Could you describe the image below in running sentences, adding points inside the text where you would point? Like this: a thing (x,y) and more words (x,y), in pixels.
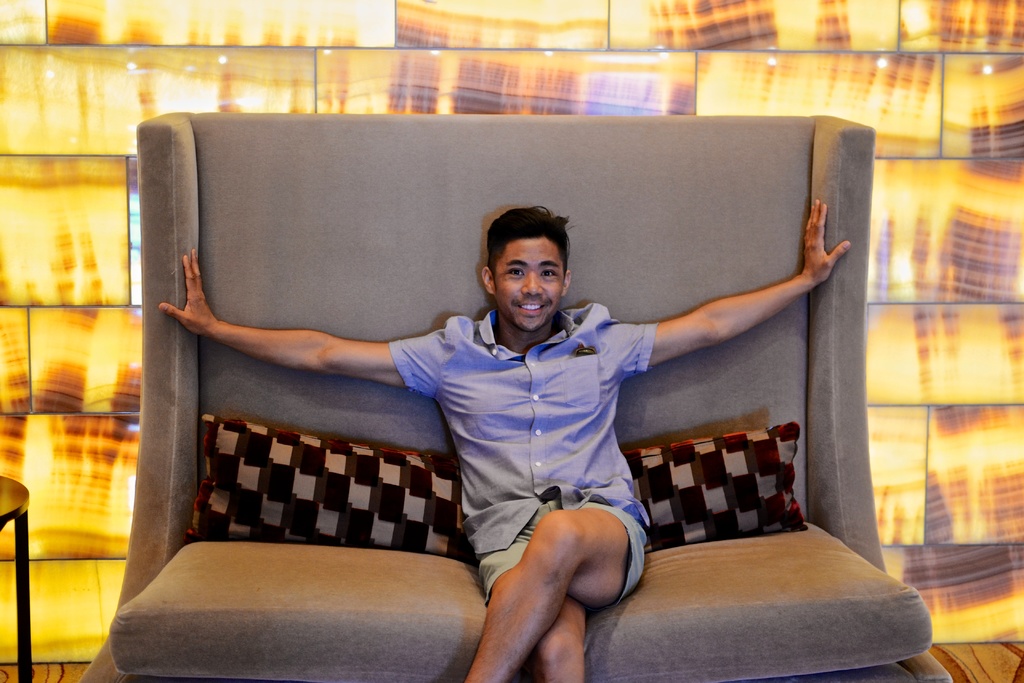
The picture there is a room (781,360) in which a person (605,349) is sitting on a sofa (734,642) with a cushion (301,498) near to him back of the person (582,458) there is a yellow color architecture (786,26) beside the sofa (128,652) there is a table (9,486).
